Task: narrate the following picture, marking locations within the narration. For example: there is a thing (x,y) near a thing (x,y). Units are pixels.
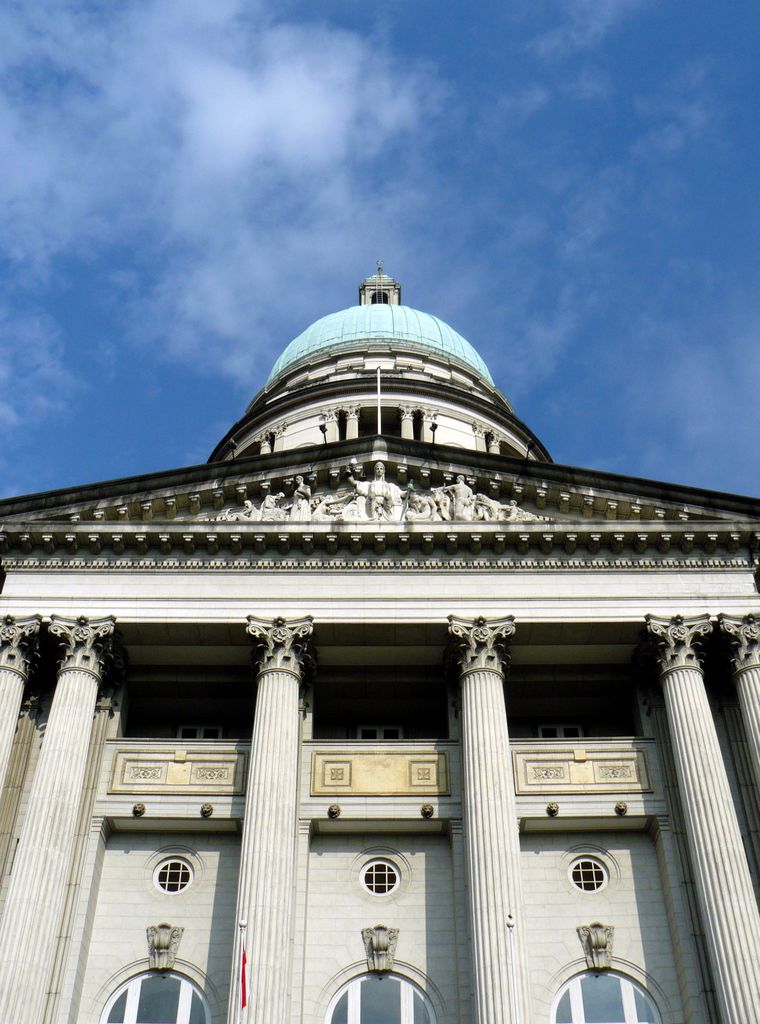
In this image I can see a white colour building (194,608), number of pillars (481,956) and on the top side of the building (308,472) I can see few sculptures (306,489). In the background (595,382) I can see clouds (133,100) and the sky (296,319).
